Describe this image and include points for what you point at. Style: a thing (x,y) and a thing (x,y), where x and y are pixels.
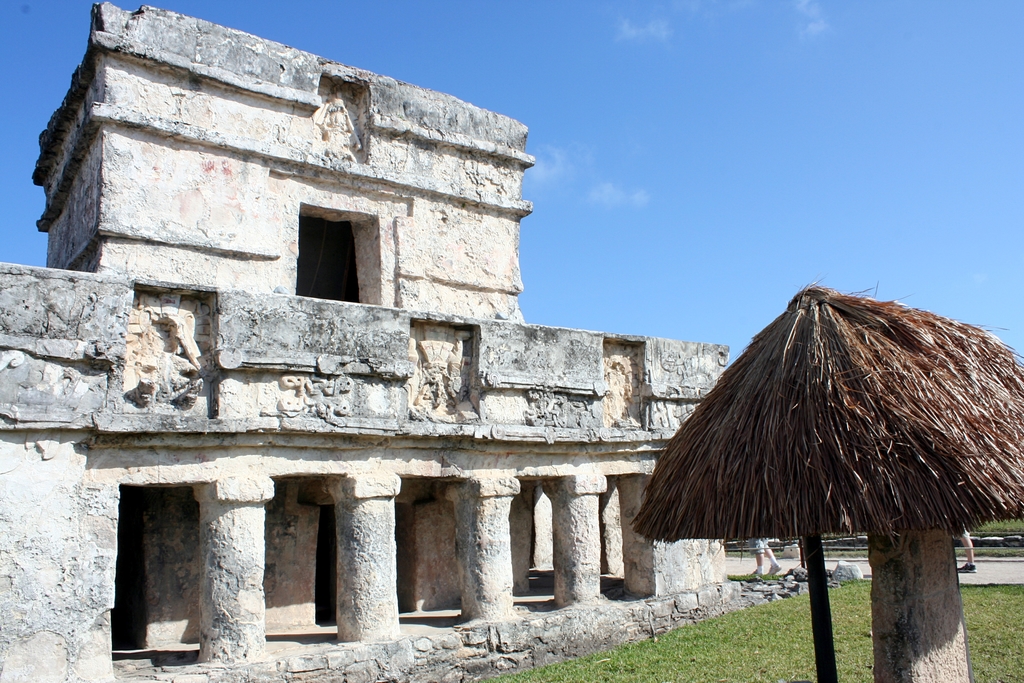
In this image we can see a stone structure (171,448). At the bottom of the image (765,630) there is grass (747,628). There is a pole (821,681) with a roof (909,435) on it. At the top of the image (712,105) there is sky (813,99).
